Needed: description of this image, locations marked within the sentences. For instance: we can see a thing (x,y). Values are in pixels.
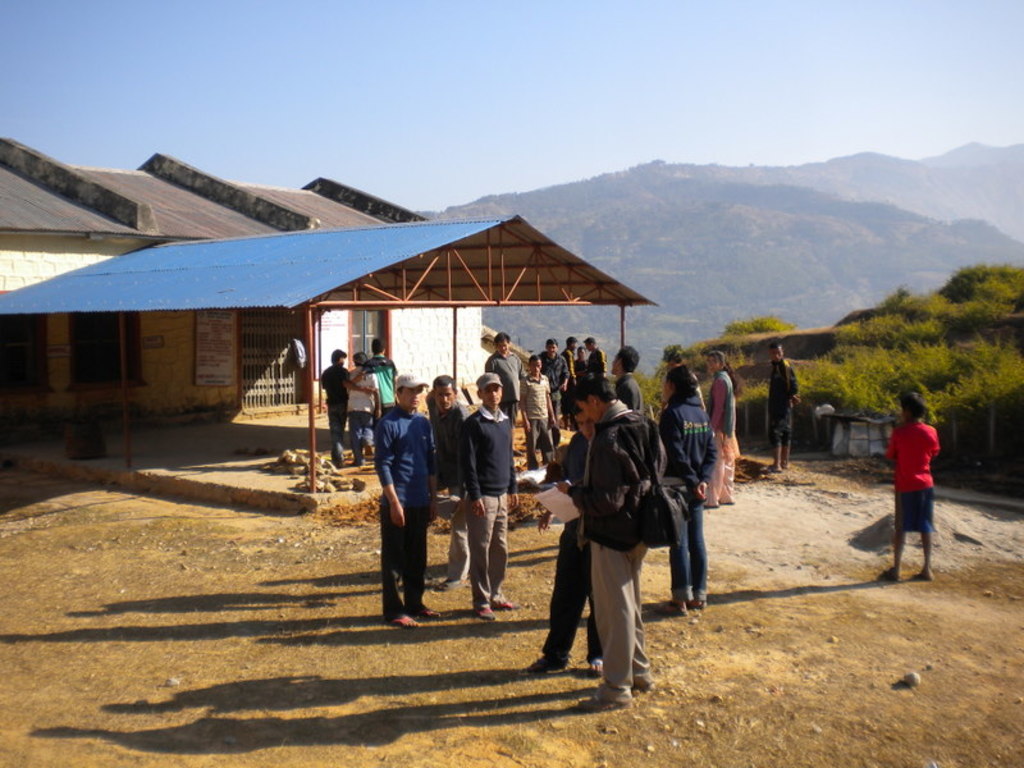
In this picture we can see some people (580,423) standing here, on the left side (232,397) there is a house (185,381), we can see shed (351,284) here, on the right side (883,368) we can see grass (916,378), there is the sky (635,59) at the top of the picture (610,35).
